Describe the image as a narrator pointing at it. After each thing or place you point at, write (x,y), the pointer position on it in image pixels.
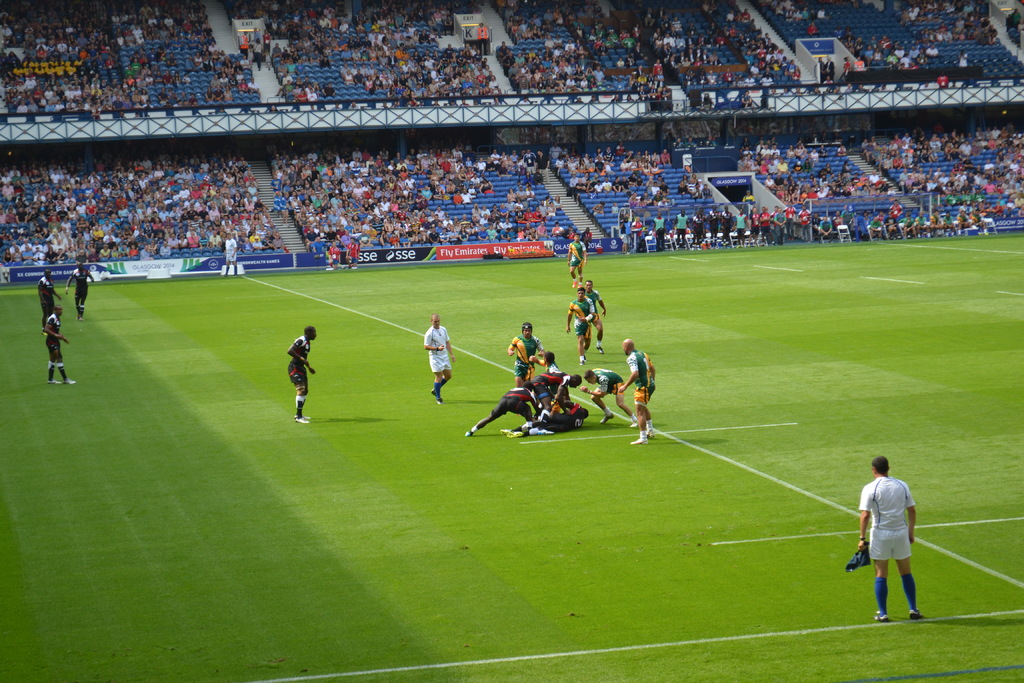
In this image we can see people (881,607) are playing on the ground (941,577). In the background (258,257) we can see crowd (717,65), chairs (724,84), hoardings (1007,223), steps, and objects (106,279).
